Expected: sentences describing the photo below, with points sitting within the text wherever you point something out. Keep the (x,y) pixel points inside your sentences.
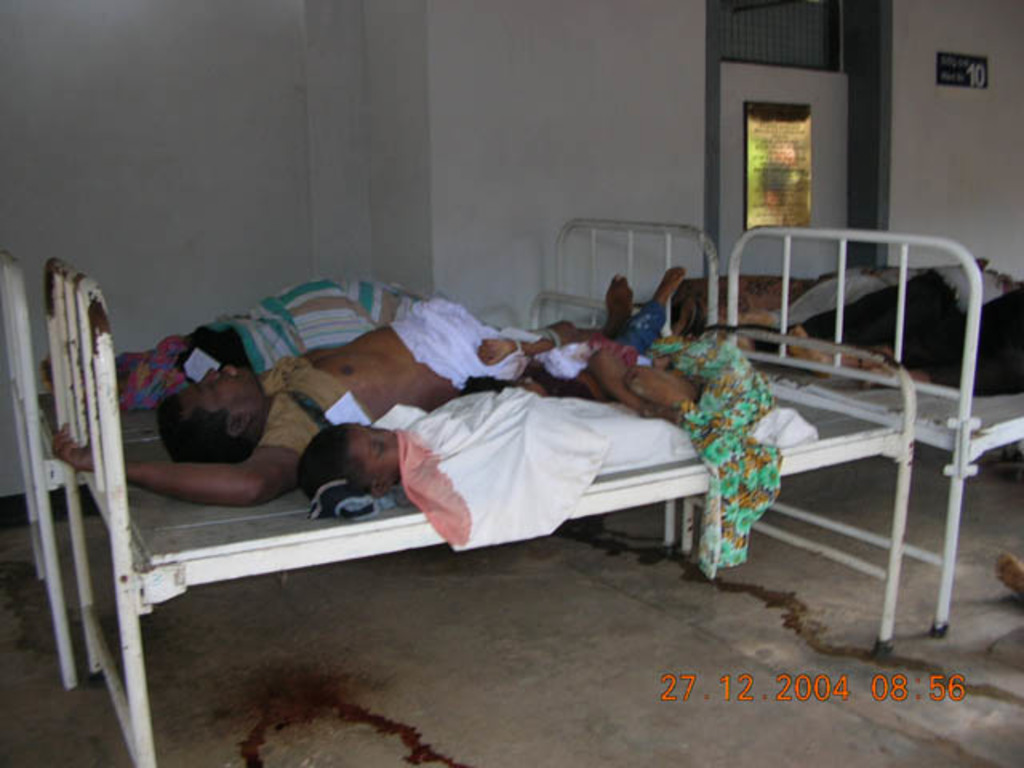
In this image there are persons (953,357) lying on the bed (800,394). In the background (949,71) there is a board (958,80) on the wall (967,91) with some text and numbers (978,80) written on it and there is a frame (776,177) on the wall (831,157) with some text (784,163) visible on the frame (784,155). At the bottom right of the image (790,675) there are some numbers (830,682) which are visible.
